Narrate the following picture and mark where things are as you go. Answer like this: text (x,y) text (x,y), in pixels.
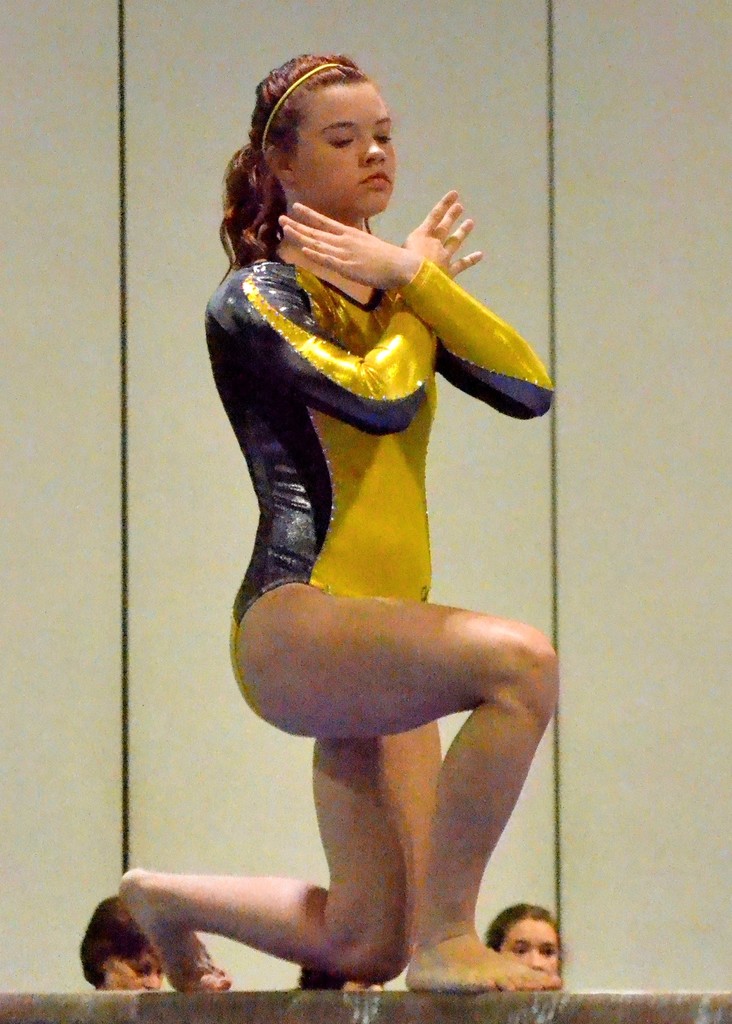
In this picture we can see a woman (378,514) on a platform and in the background (451,722) we can see women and a wall (718,492).
